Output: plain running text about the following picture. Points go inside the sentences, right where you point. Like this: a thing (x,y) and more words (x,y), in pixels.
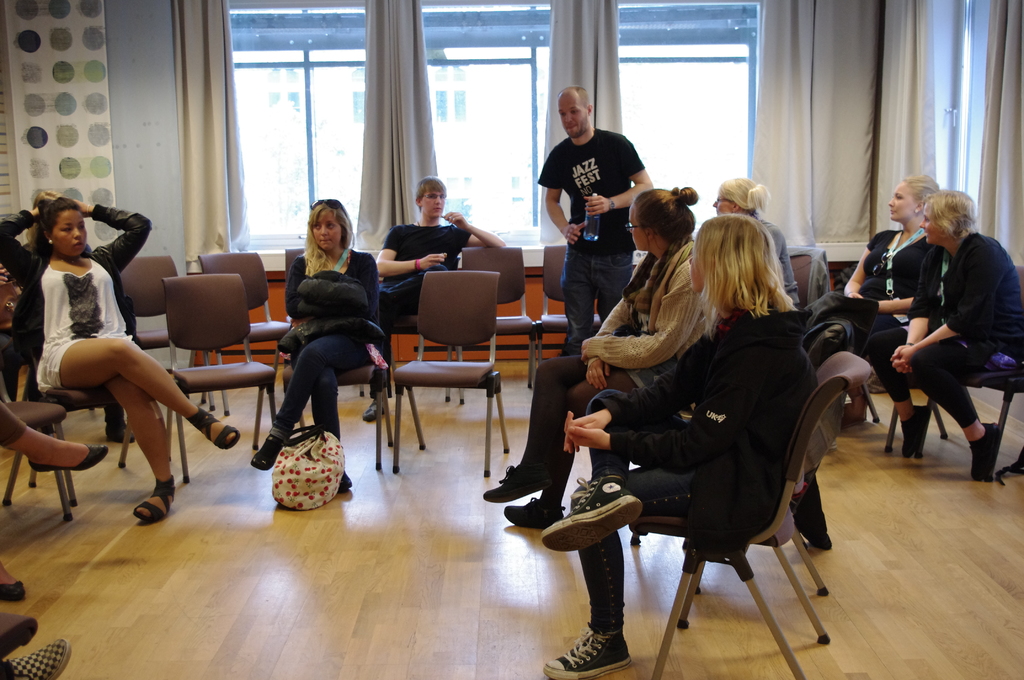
This picture shows the inner view of a building (958,84). There are some curtains (189,35) attached to the glass objects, some chairs (16,627), some people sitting on the chairs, few people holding objects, one man (602,247) walking, one bag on the floor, two objects (28,143) on the left side of the image (74,147) near the wall (120,138), one shoe (41,666), one object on the left side of the image (33,664), one person's foot (12,583) with a shoe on the left side of the image (54,665) and through the glass window (264,179) we can see some objects (461,139) on the ground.
